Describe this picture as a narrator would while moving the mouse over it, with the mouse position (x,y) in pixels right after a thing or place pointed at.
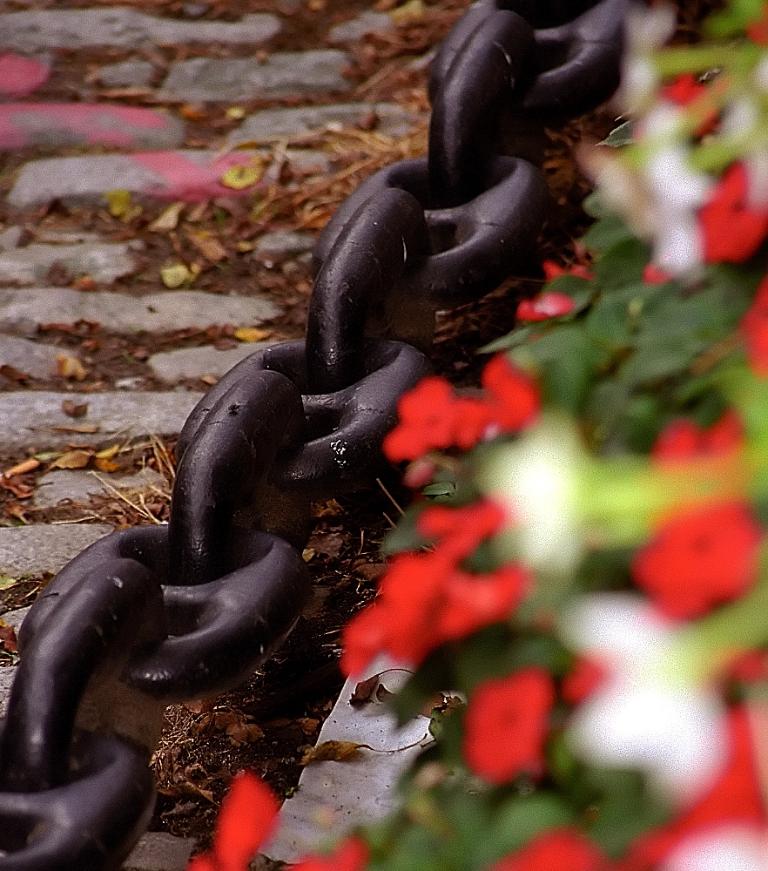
On the right (766,617) there are flowers (605,608) and leaves (637,335). In the center of the picture (353,331) there are dry leaves (453,370) and an iron chain (517,225). On the left (128,212) it is pavement (238,77).
